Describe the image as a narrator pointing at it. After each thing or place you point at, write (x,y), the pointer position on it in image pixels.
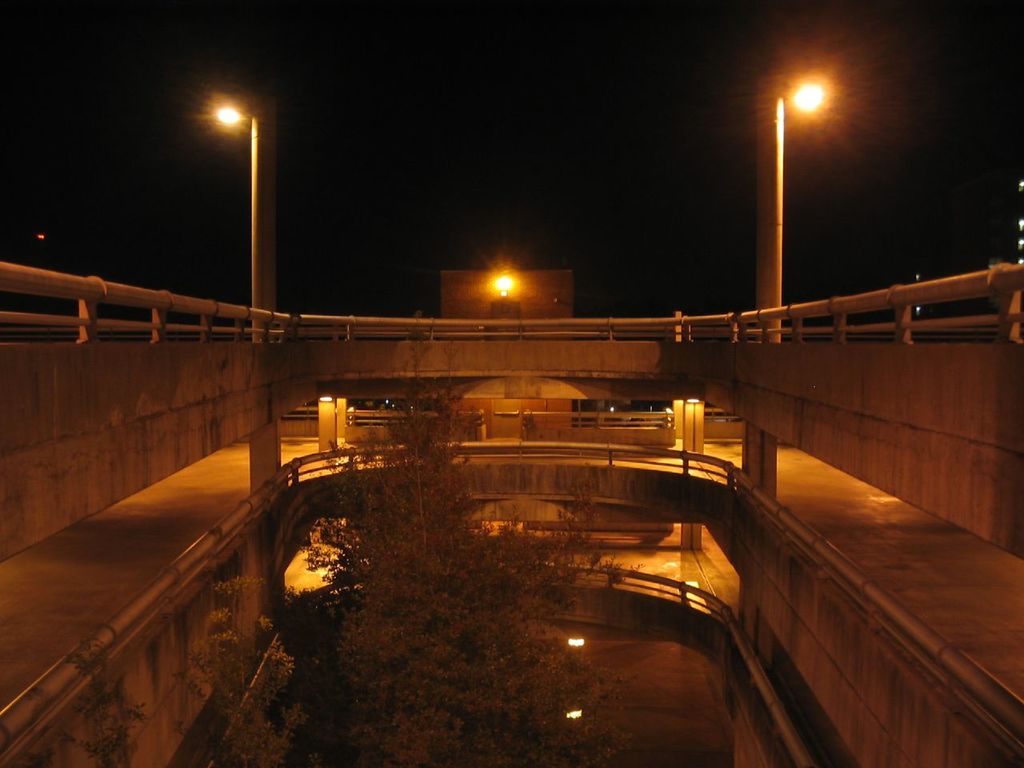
In this image we can see a building (903,624) which looks like a parking garage (950,624) and we can see some lights (809,91) and there is a tree (447,540) in the middle (417,504) and at the top (250,243) we can see the sky (26,61).
